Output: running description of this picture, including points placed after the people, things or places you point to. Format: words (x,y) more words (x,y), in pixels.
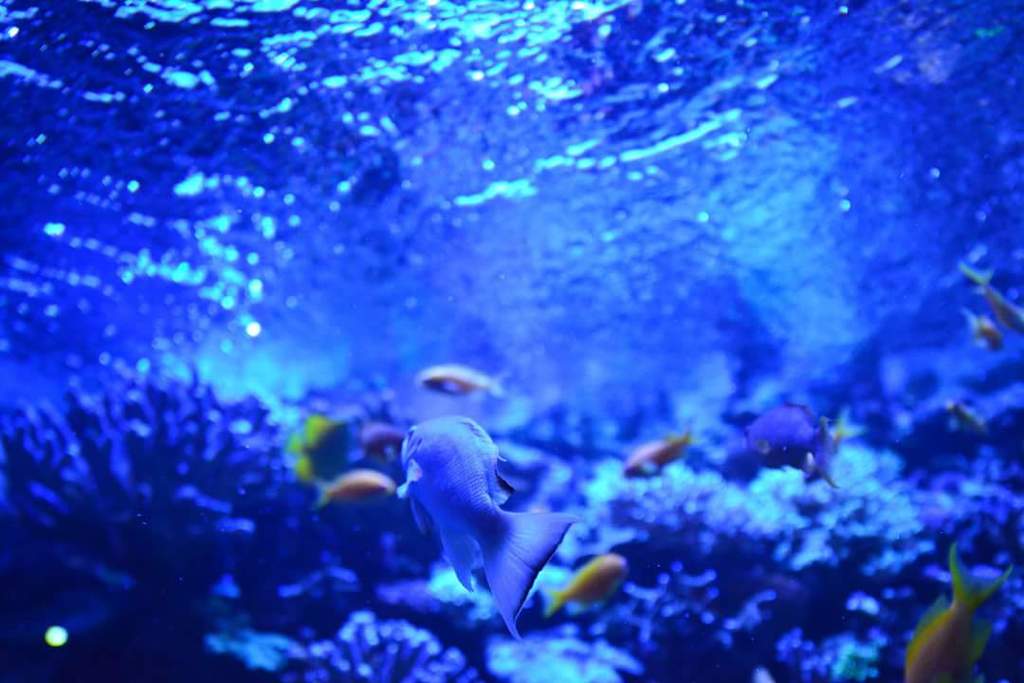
The image is taken inside the water (598,191). In the foreground (468,494) there is a fish (452,498). In the center of the picture (460,380) there are fishes (947,652) and water plants (764,518).
